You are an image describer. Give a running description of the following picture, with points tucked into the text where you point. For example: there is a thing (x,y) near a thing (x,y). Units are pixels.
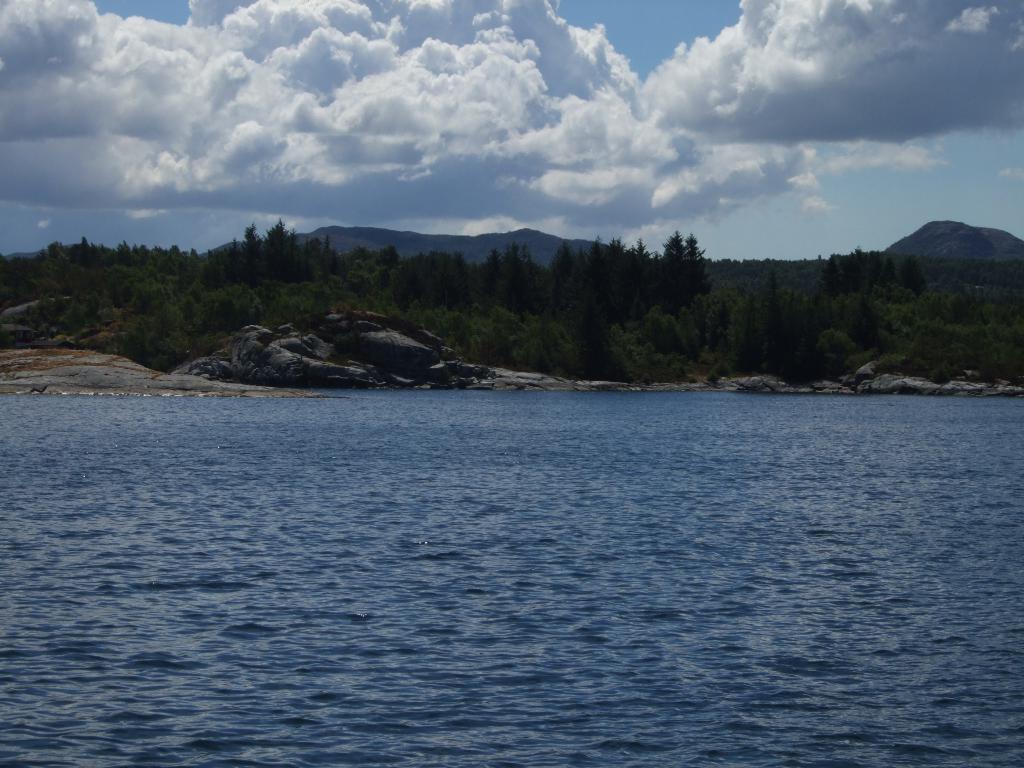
In this image I can see the water (440,586) in blue color. In the background (476,299) I can see many trees (500,304), mountains (998,254), clouds (679,79) and the sky (861,175).
